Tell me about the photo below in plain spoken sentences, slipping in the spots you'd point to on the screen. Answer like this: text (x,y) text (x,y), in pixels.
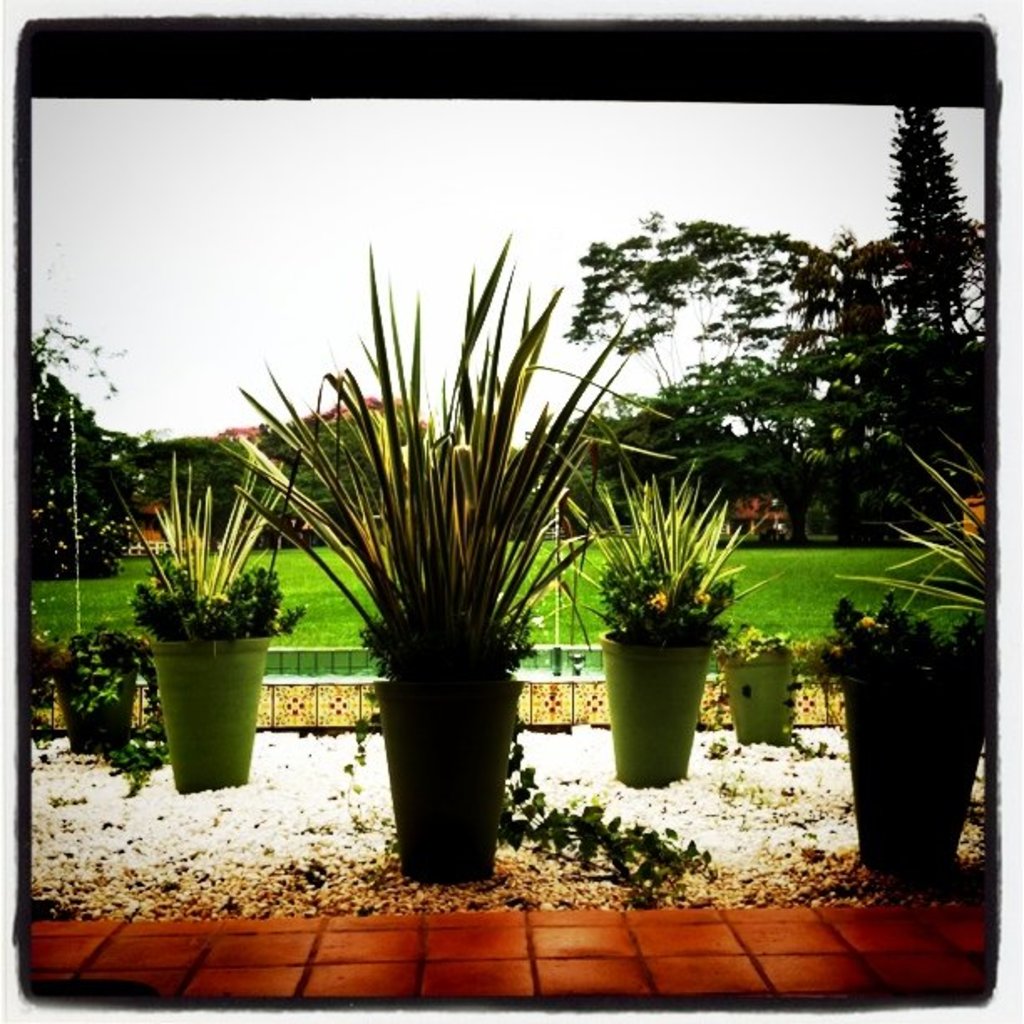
In this image I can see flower pots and I can see plants (693,571) on flower pots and I can see trees (960,269) and the sky (559,184) at the top (419,190).
